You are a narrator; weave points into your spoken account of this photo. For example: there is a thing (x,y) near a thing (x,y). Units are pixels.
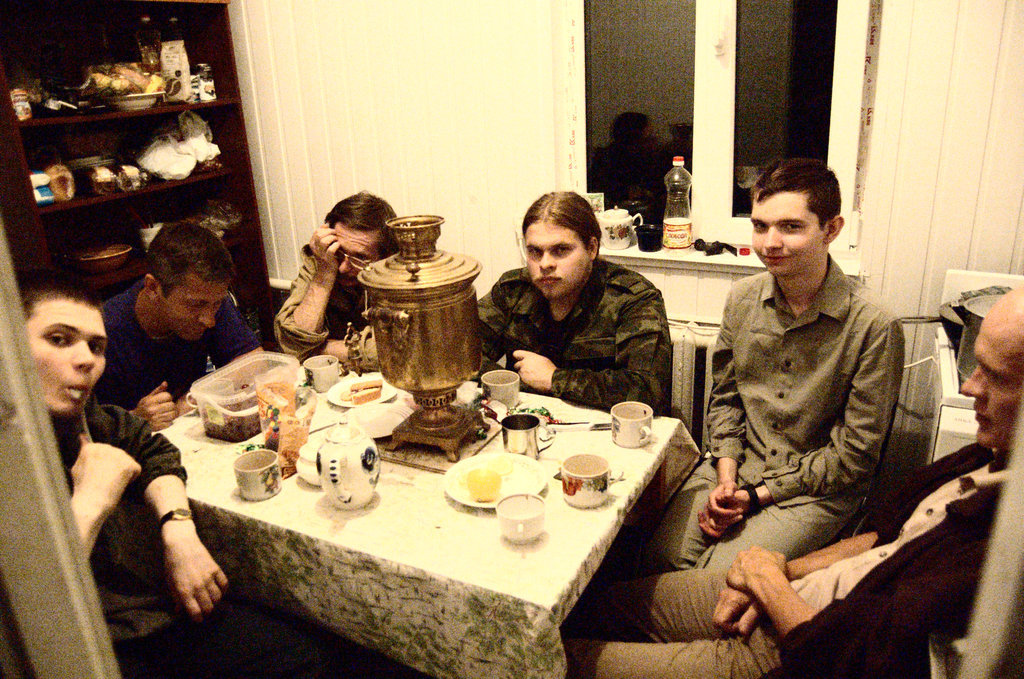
In this image there are six person (518,364) sitting on the chair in front of them there is table (461,522) on table (463,538) there is cup (518,534), saucer (483,505), jar (336,478) and the plastic box (229,409). On the left-side there is a cupboard (126,123). we can see a wall (351,113).
